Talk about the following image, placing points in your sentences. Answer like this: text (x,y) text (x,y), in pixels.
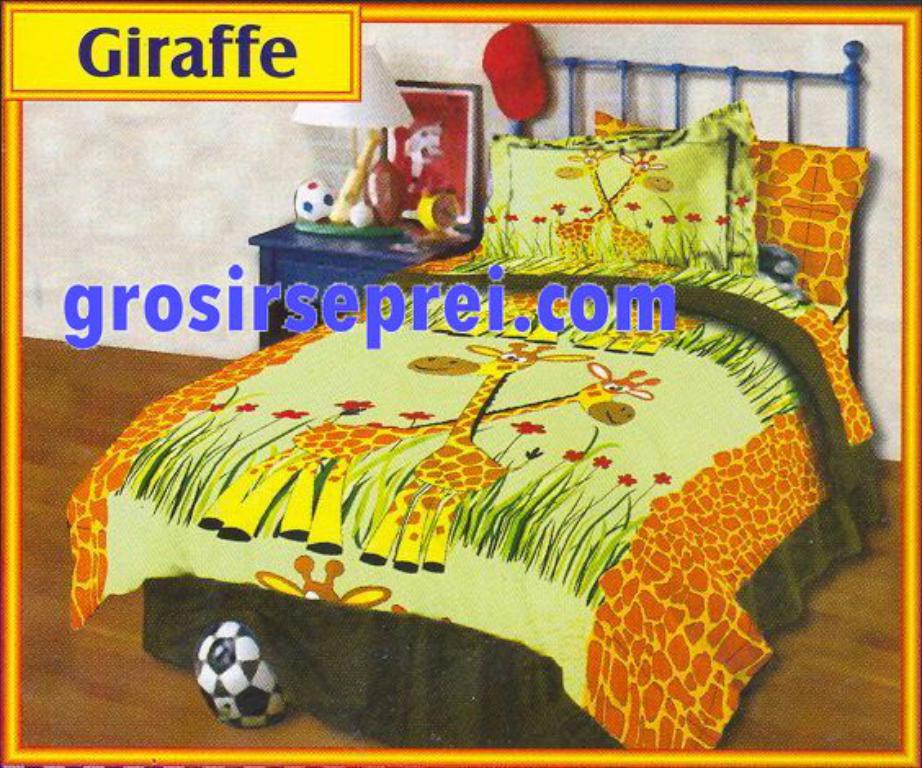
In this picture we can observe a bed (299,557) on which there are two pillows (699,214) and a blanket (646,446) placed. We can observe a ball (226,657) on the floor (106,621). We can observe some text (627,293) in this picture. In the background (159,205) there is a wall (31,198) and we can observe a lamp (342,228) on the table (323,259).
